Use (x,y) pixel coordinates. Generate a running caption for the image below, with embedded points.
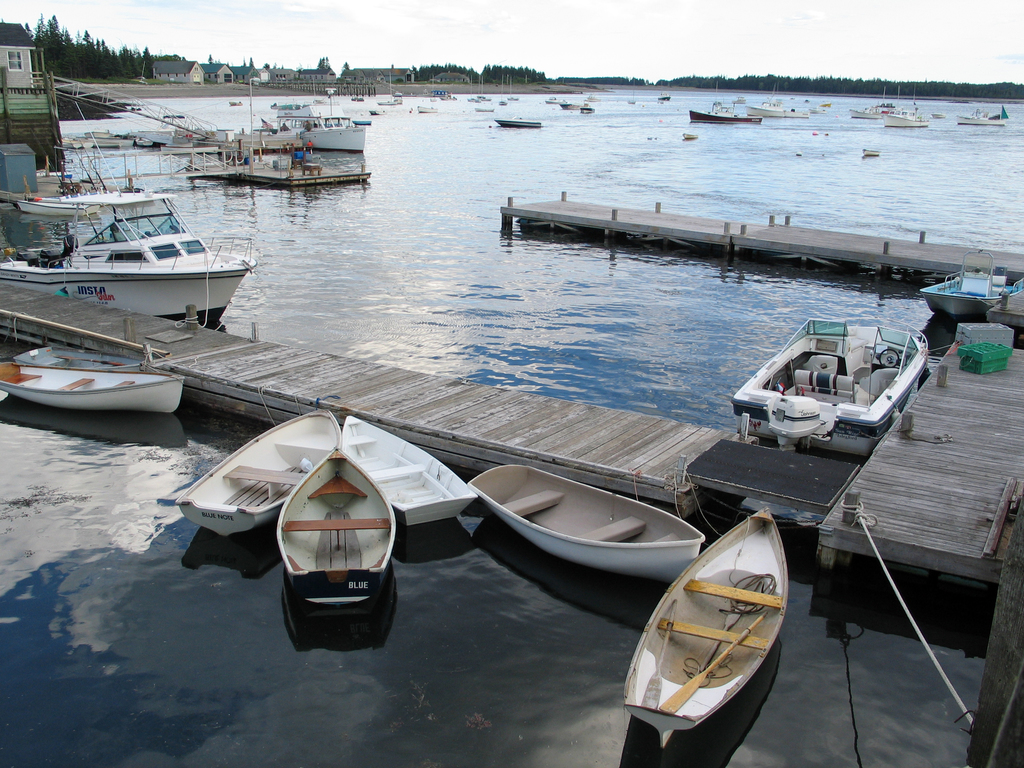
In the foreground (536,484) I can see boats (299,427), docks (443,429) and a fence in the water (591,174). In the background (117,63) I can see trees (105,49), houses (178,65), poles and the sky (309,48). This image is taken may be near the lake (526,375).
